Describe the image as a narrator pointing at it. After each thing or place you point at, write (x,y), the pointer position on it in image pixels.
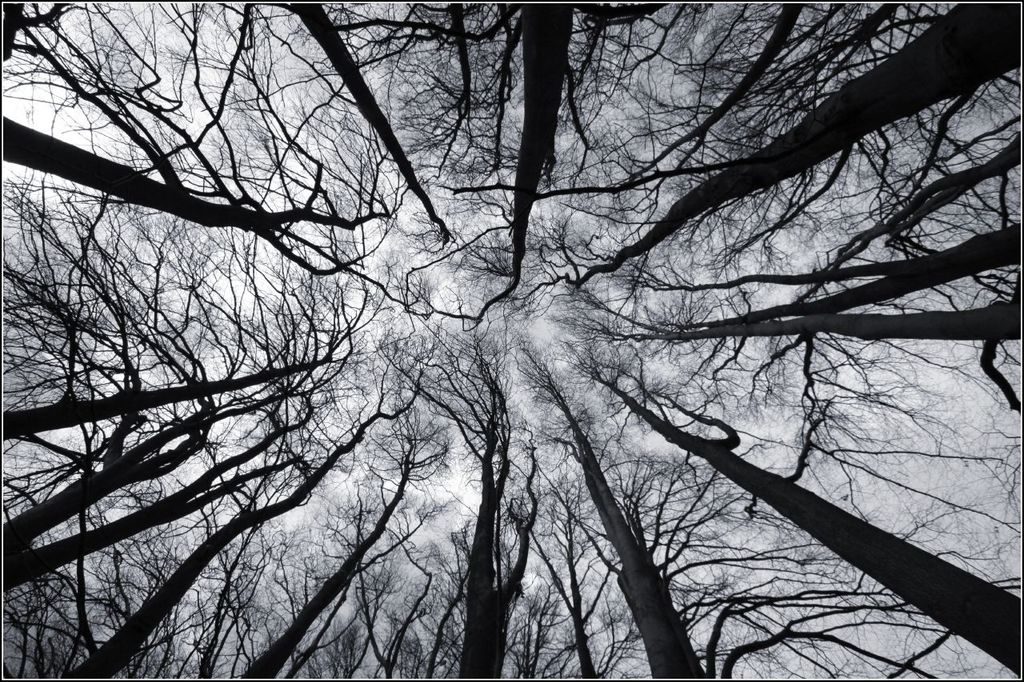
In this image, we can see trees (498,253) throughout the image. Background (184,473) we can see the sky (546,446).
